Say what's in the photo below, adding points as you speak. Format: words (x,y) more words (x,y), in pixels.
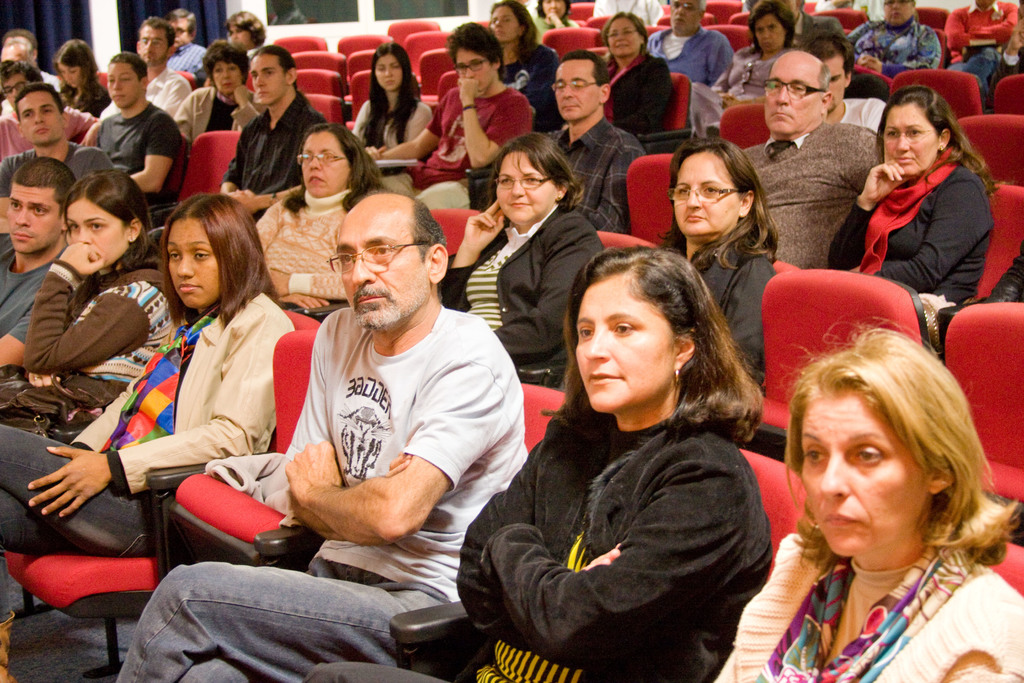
In this image, there are some persons (168,325) wearing clothes (294,133) and sitting on chairs (483,189).
